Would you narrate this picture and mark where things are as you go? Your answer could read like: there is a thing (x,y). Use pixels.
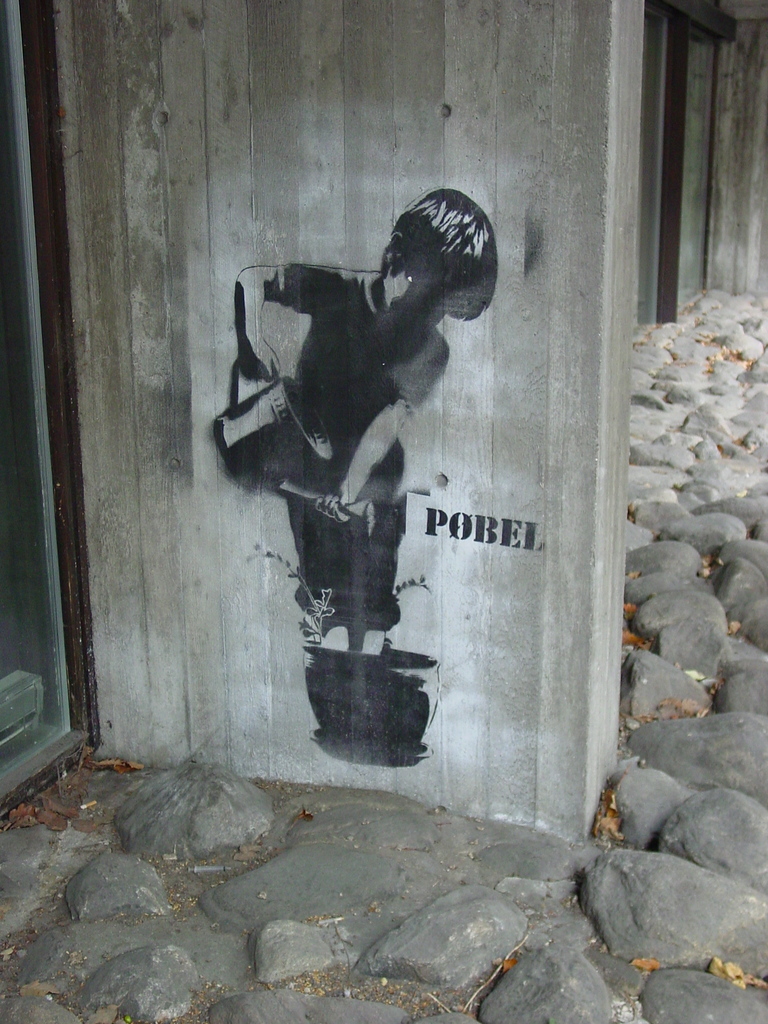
On the wall (533,66) we can see drawing (333,386) of a kid (364,430) and we can see stones (665,483).
